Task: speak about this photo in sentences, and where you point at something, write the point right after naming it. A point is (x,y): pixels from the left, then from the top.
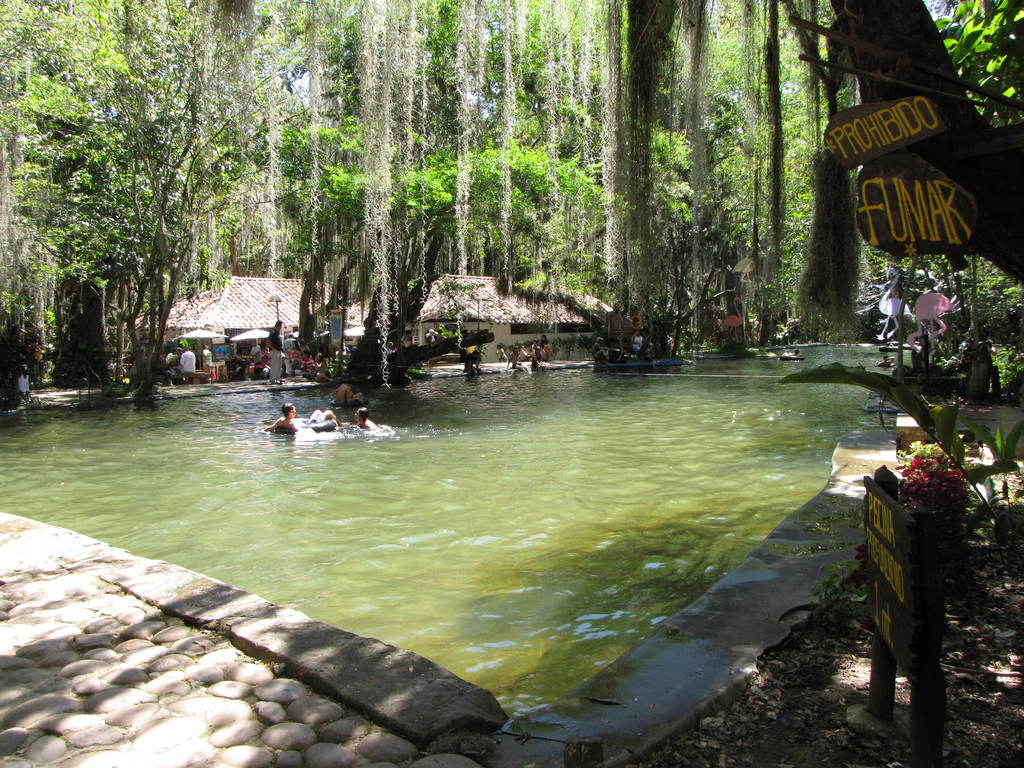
In this picture I can see trees (543,222) and couple of houses (441,315) and few people (258,359) seated under the umbrellas (245,338) and couple of boards (909,583) with text (912,203) and a swimming pool (705,389), I can see few people (328,414) in the water (339,420) and few are seated on the wall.
